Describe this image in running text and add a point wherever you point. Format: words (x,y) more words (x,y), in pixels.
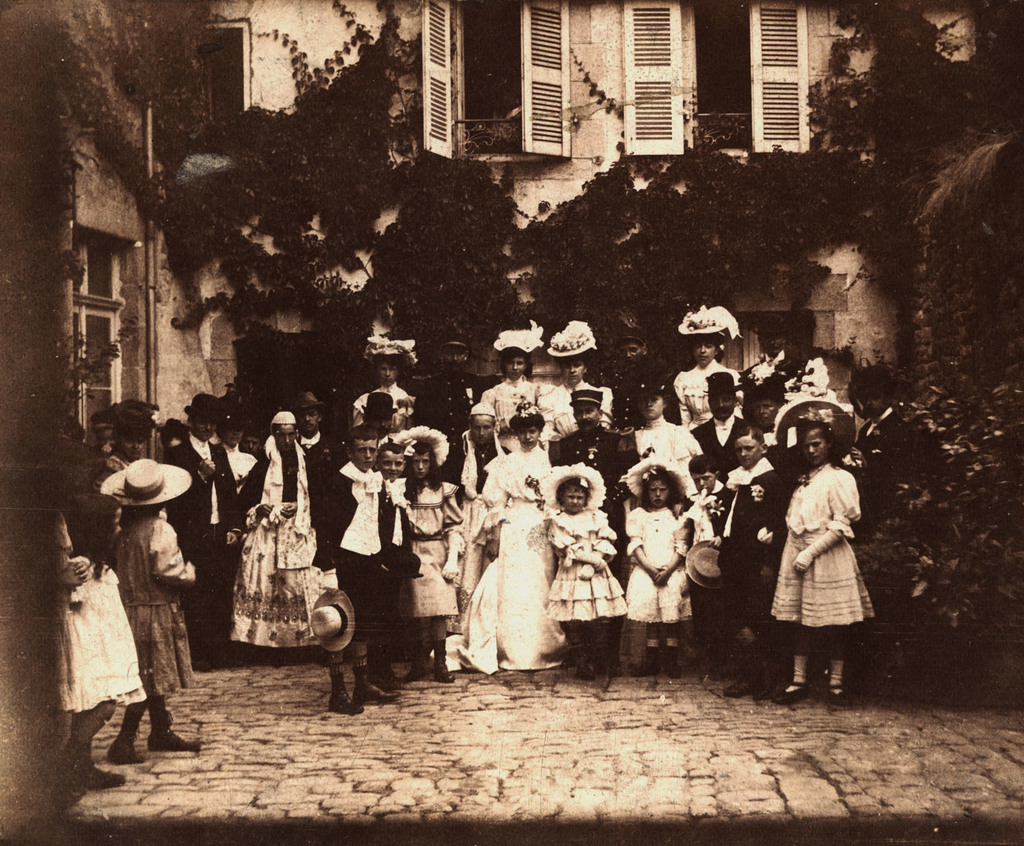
In the foreground (384,403) I can see a crowd (209,465) on the road (604,692). In the background (945,318) I can see trees (931,310), creepers (460,277), pipe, building (173,296) and windows (479,117). This image is taken near the building (453,235).
